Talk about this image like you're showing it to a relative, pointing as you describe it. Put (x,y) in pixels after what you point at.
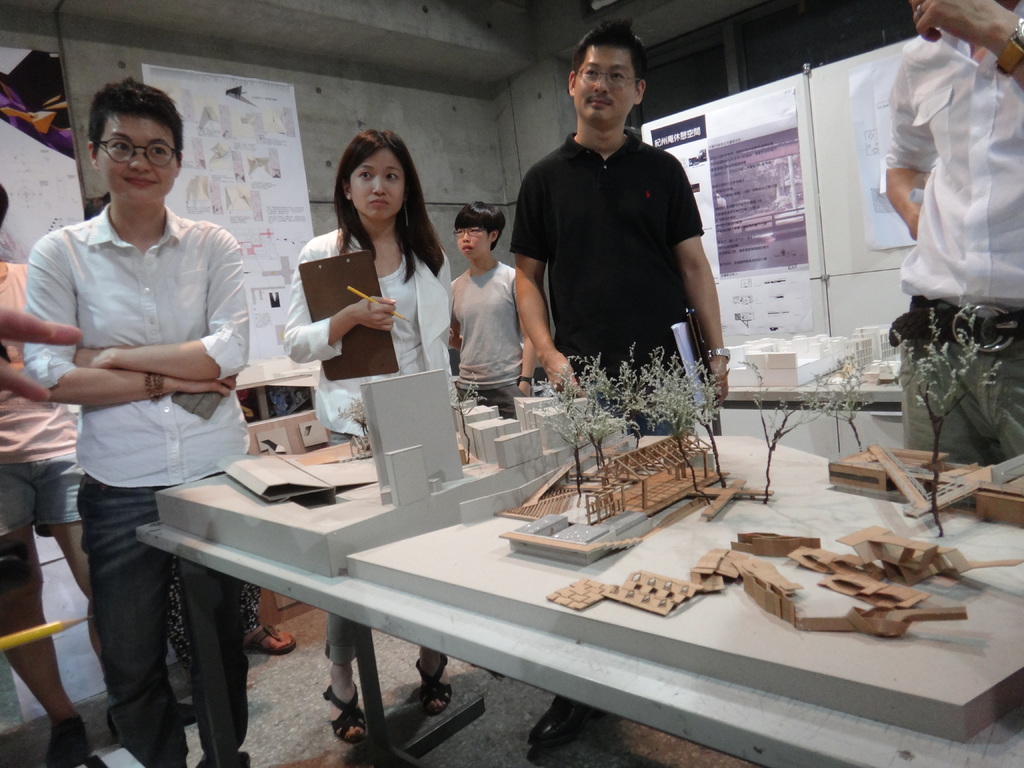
In this picture we can see some people (157,650) are standing on the floor (341,744) and a woman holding a writing pad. In front of them on the table (763,723) we can see models of trees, cardboard sheets (304,468), wooden pieces (919,573) and blocks (483,430). In the background (707,135) we can see the walls (516,103), posters (255,170) and some objects (807,371).
